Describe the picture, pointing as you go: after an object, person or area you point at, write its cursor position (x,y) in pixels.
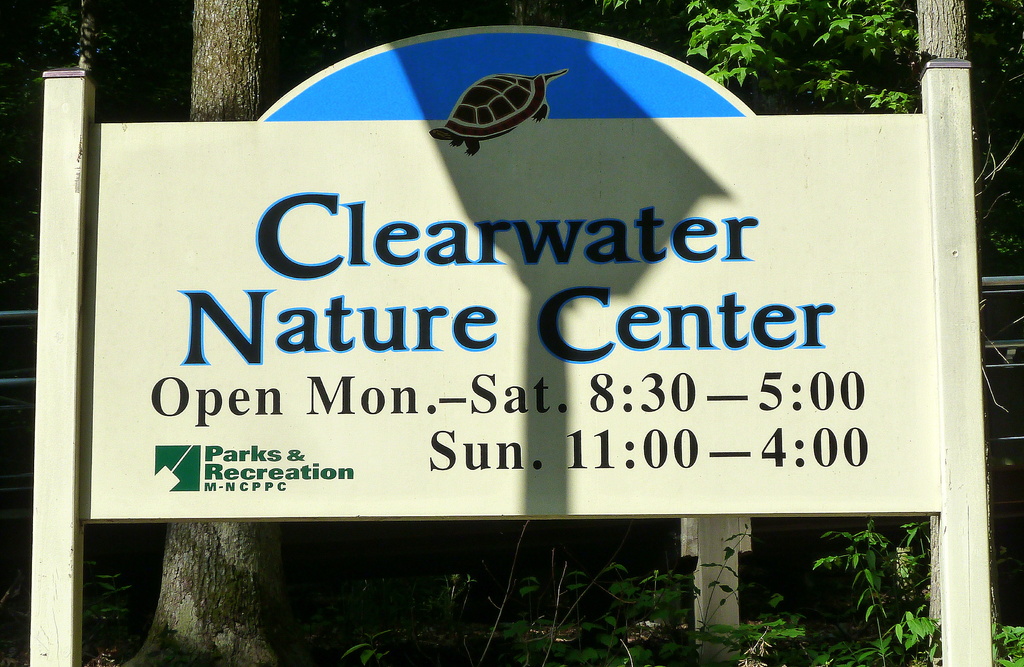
In the image there is a board (712,219) with something written on it and also there is an image of tortoise (473,150). Behind the board (466,150) there are trees (932,612).
